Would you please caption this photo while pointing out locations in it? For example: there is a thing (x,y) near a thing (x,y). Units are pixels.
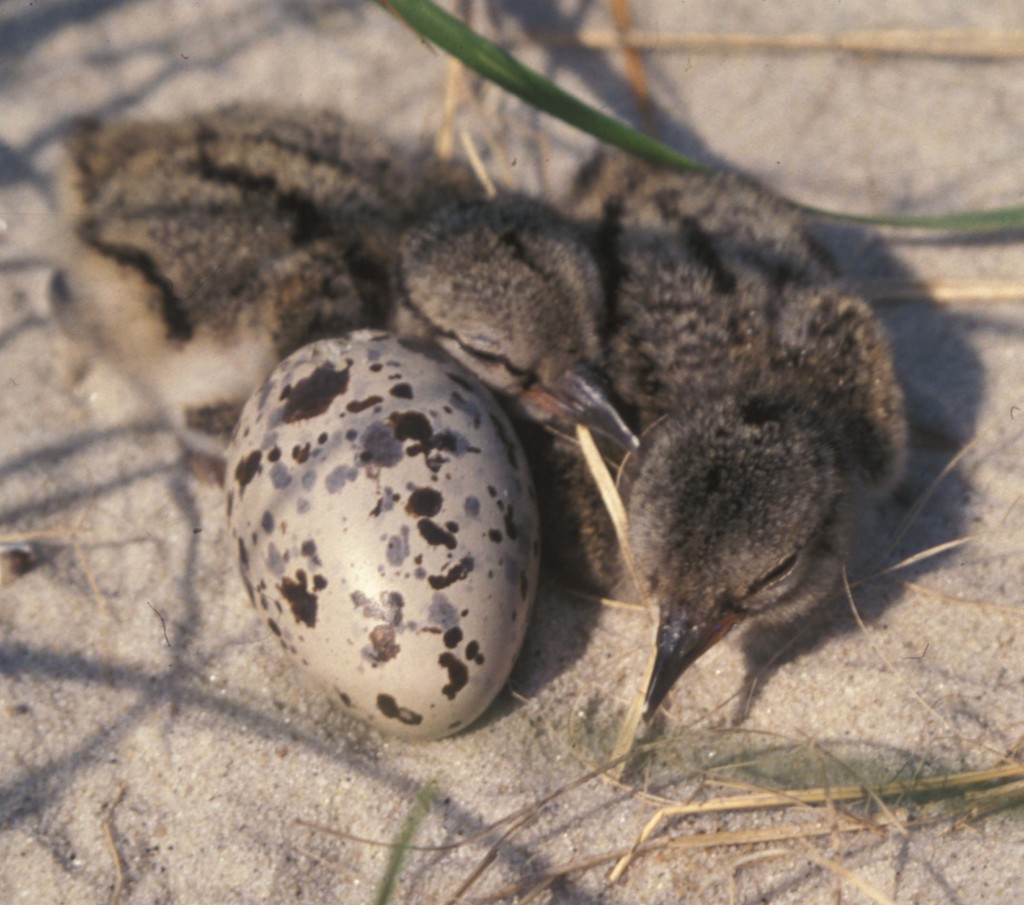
In this image there are two birds (636,294) and an egg (315,581) on the surface (274,803).
